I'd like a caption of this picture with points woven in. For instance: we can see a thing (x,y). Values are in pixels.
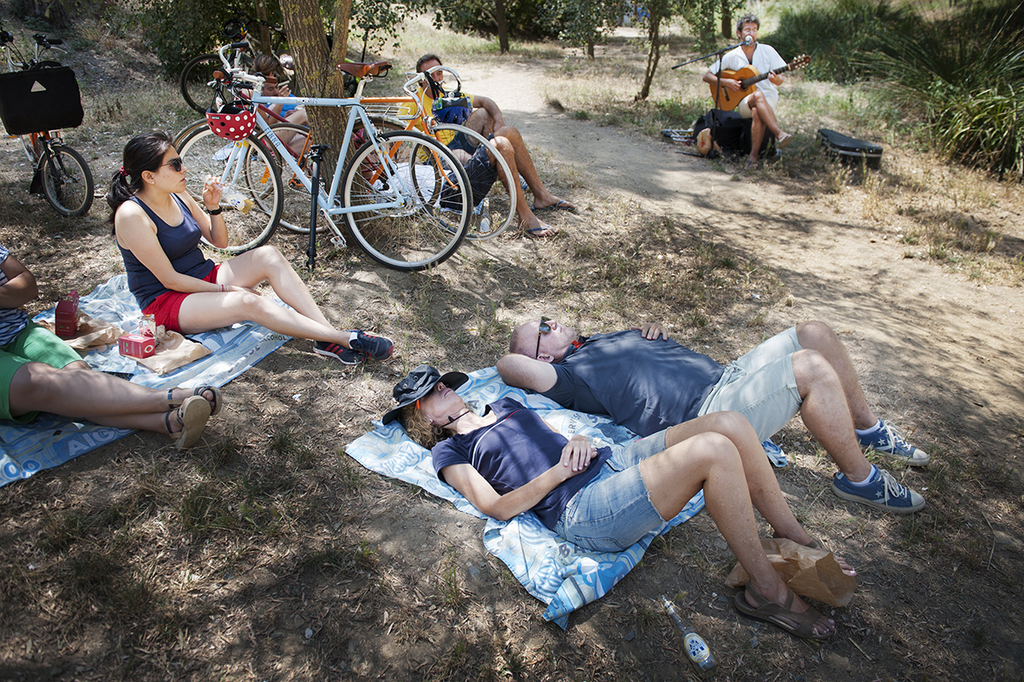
In this image there are a group of people (435,406), in the foreground (575,473) there are two persons (581,479) who are sleeping and some people (142,298) are sitting and one person (772,65) is holding a guitar (722,90) and playing. In front of him there is one mike (678,67), and also there are some cycles (293,175). At the bottom (904,591) there is a walkway (599,147) and some dry grass (400,370), in the background (933,121) there are some trees (322,53) and some plants (913,95).
